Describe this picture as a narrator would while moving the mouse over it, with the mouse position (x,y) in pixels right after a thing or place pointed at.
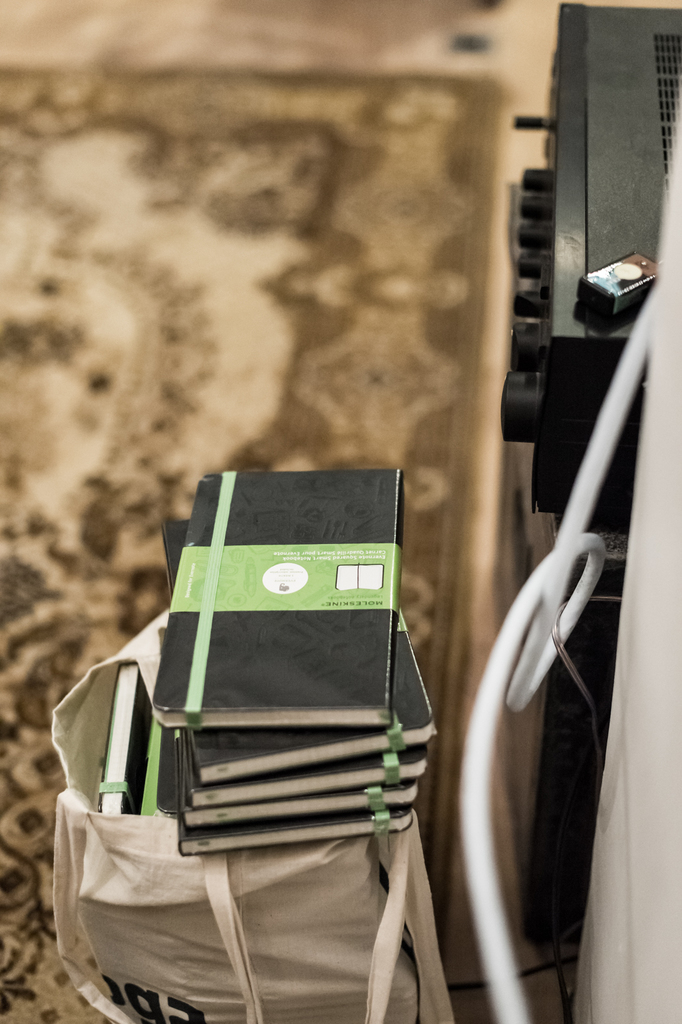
This image consists of books (254,750) in black color kept on a white bag (167,840). At the bottom (37,837), there is a floor mat (227,312). On the right (511,988), there are electronic devices (576,365) along with a wire (497,919) in white color.
